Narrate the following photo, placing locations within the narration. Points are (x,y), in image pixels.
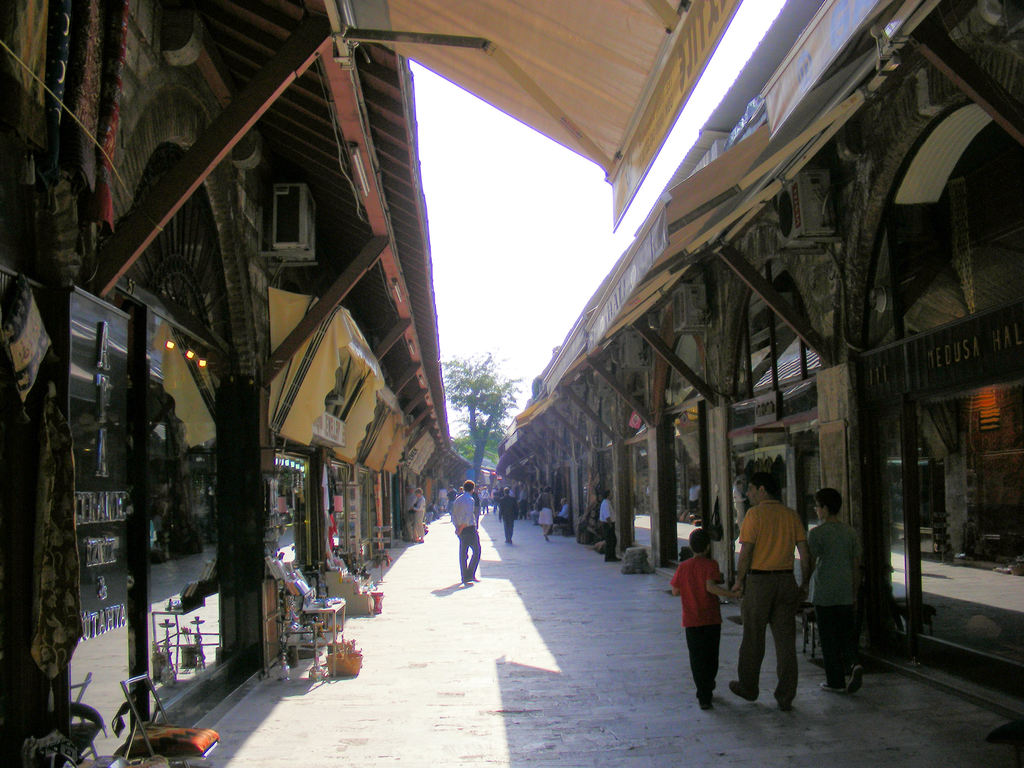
In this image we can see sky (479,306), trees (500,436), stalls (328,386), iron bars (327,295), air conditioners (308,219), chair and persons (468,483) walking on the road (513,552).
